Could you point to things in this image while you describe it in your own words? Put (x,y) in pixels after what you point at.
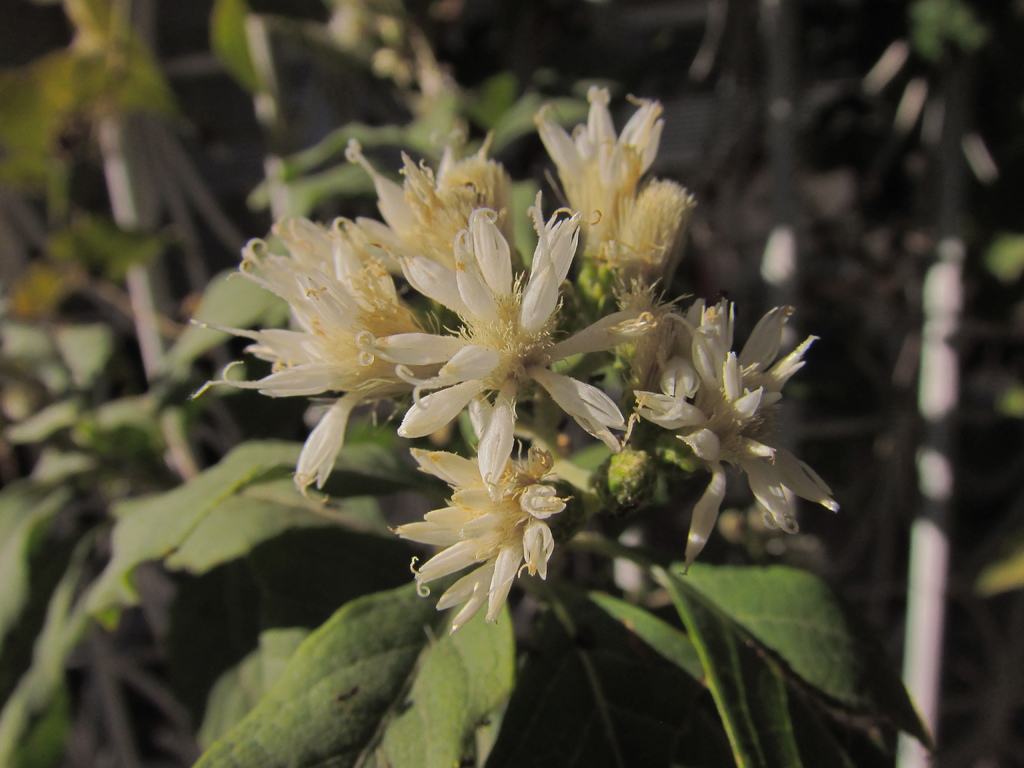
In this image I can see few white and cream color flowers (600,261). Back I can see few green leaves (455,680).
